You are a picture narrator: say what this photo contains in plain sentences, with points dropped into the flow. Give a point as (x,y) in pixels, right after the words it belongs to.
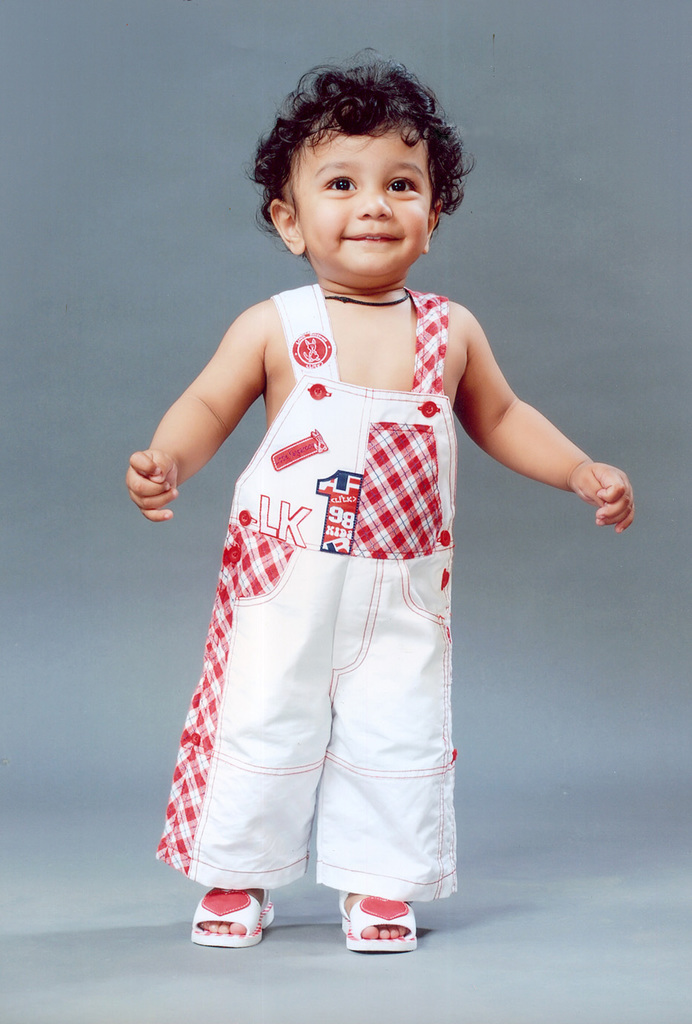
In this image, we can see a kid (300,331) wearing clothes (349,500) and footwear (399,920) on the gray background (102,442).
